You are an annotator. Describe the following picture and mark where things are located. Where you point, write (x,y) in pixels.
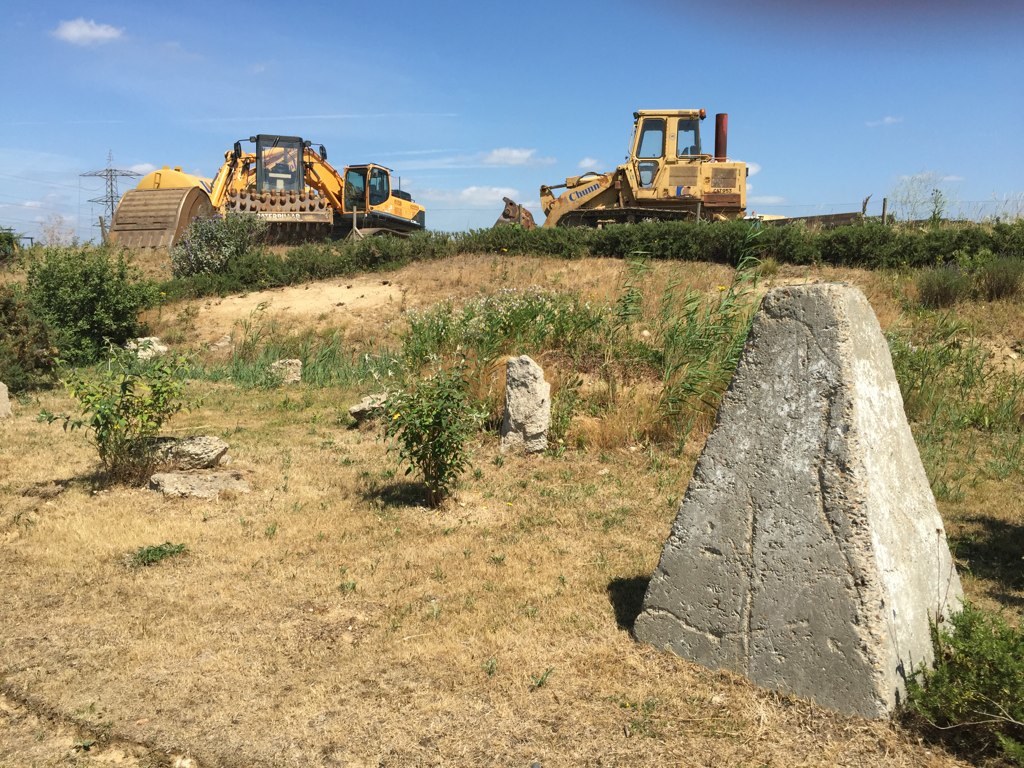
In this image few bulldozers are on the land (298,420) having few plants (625,430) and rocks (852,575). Left side (111,177) there is a tower (98,174). Top of the image (344,114) there is sky (439,97).
